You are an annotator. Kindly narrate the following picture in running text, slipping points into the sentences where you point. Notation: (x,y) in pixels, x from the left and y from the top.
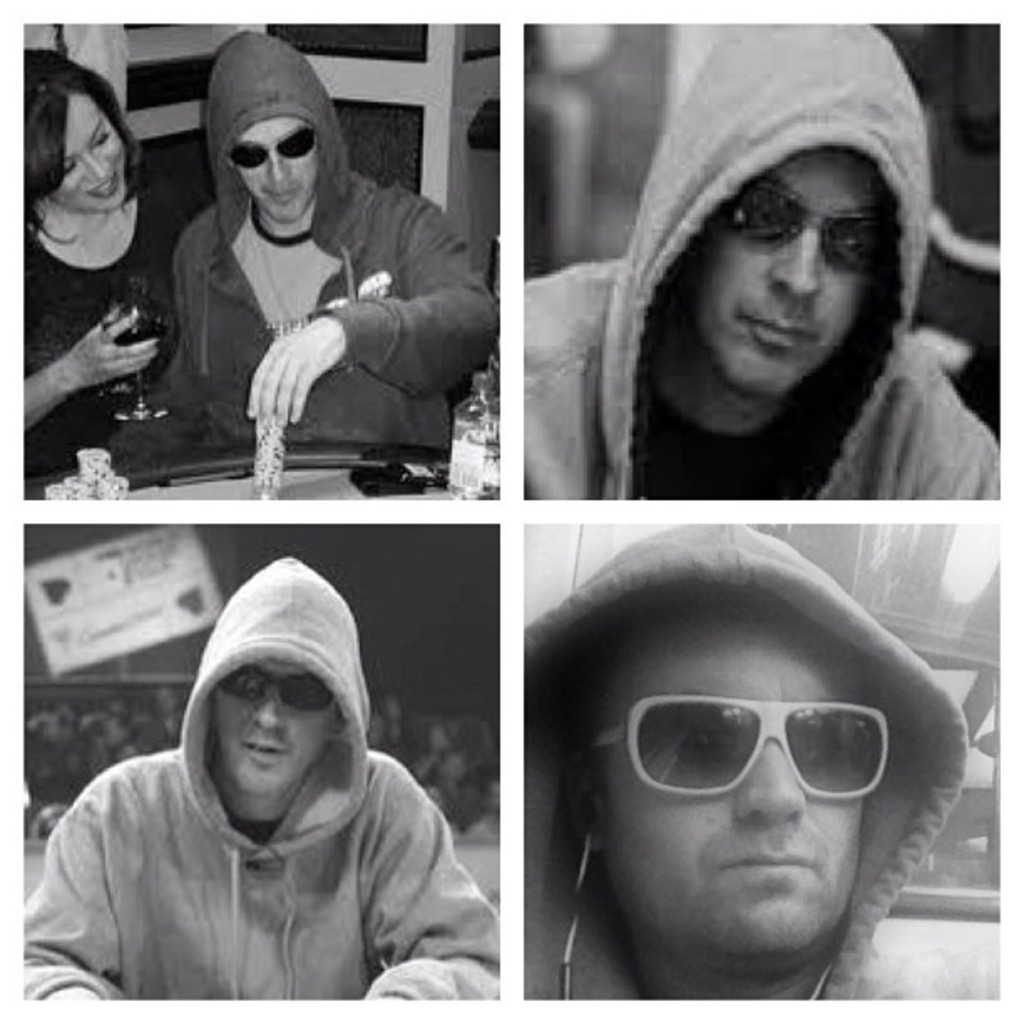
In this image I can see the collage image. I can see few people (182,312) and one person (160,277) is holding the glass (157,349). The image is in black and white.
